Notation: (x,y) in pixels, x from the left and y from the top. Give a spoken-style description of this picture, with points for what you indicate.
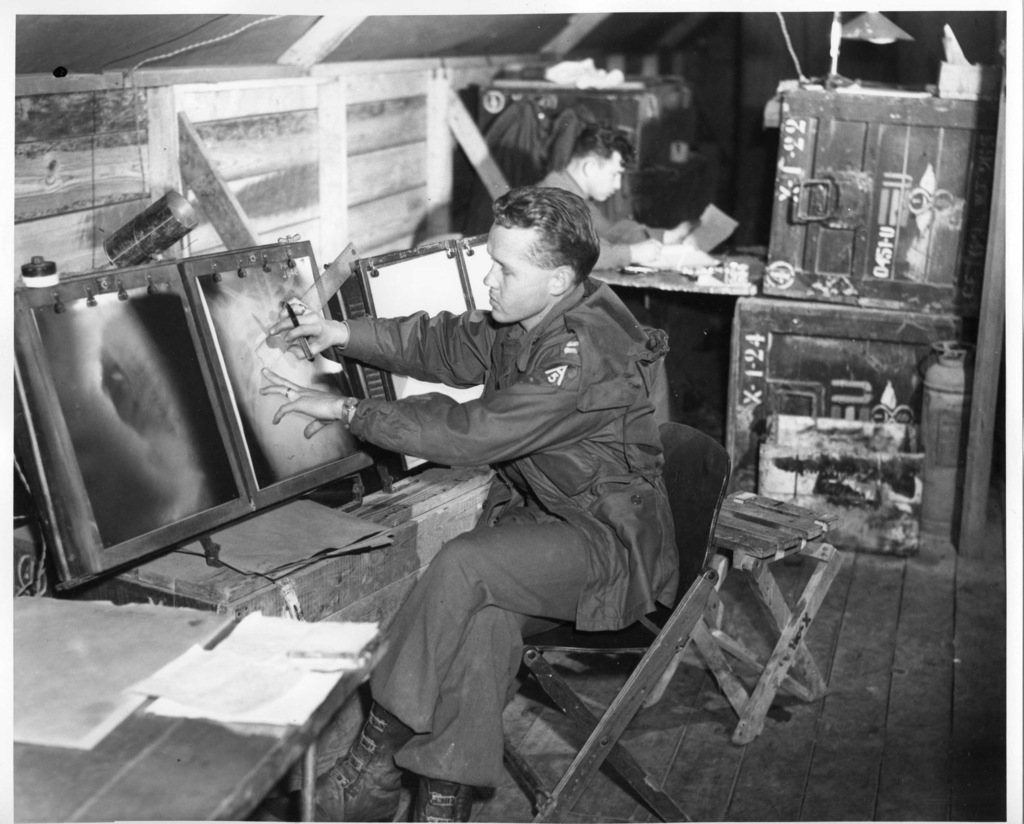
This is a black and white image. In this image we can see there are two persons (592,435) sitting on the chairs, in front of them there is a table (301,605). On the table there are some objects (212,390) on it. On the right side of the image (848,309) there are some boxes (869,360).
